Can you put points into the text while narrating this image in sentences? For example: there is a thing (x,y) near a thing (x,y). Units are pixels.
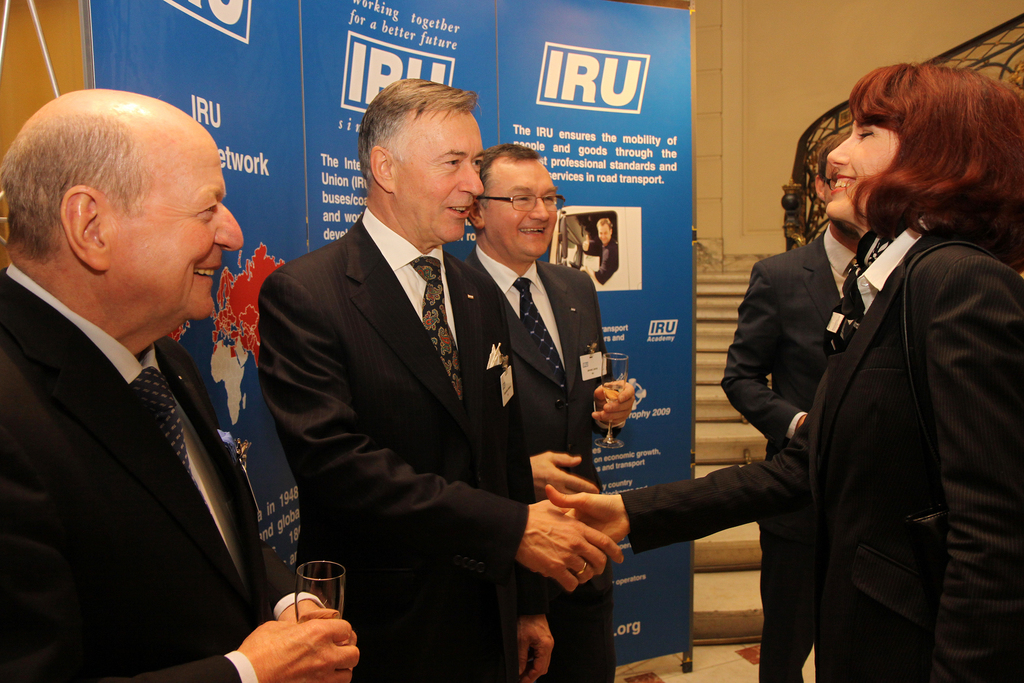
On the right (898,222) there is a woman (890,336) who is wearing a suit (865,393). In front of her there is a man (411,410) who is also wearing suit (455,428). Both of them are shaking hands (589,519). On the left (162,277) there is a man (146,609) who is holding a wine glass (342,581). Beside him we can see the banner (231,143). Beside the banner (668,321) we can see the stairs (703,352) and railing (796,237). On the top right (806,38) there is a wall (796,48).
